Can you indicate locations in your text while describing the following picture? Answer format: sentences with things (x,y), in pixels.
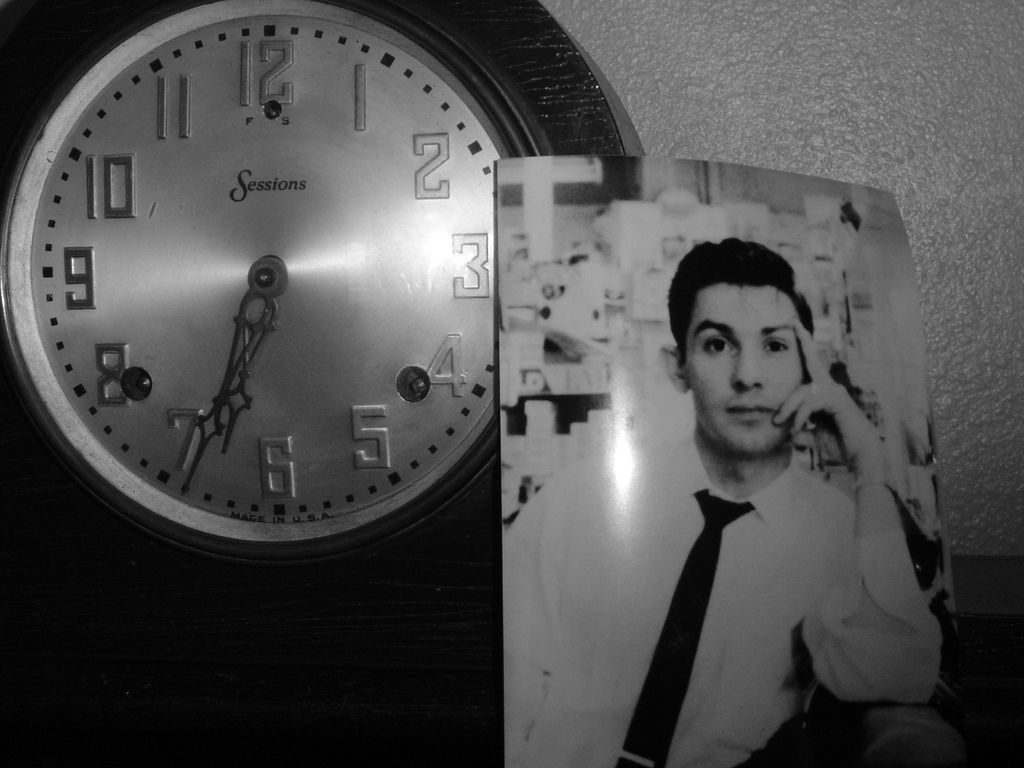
In the picture we can see a clock (308,508) near the wall (1001,59) and beside it we can see a photograph (511,498) of a man (738,342) sitting and he is with white shirt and tie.
